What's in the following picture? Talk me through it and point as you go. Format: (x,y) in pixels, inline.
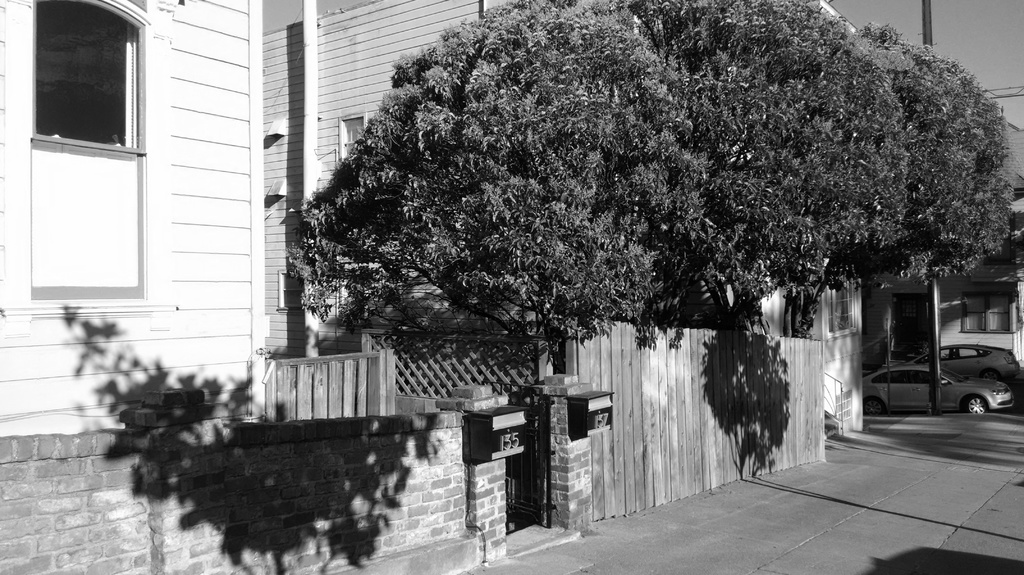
In this picture I can see buildings (196,196), trees (393,289) and couple of cars (927,376) and I can see a pole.
